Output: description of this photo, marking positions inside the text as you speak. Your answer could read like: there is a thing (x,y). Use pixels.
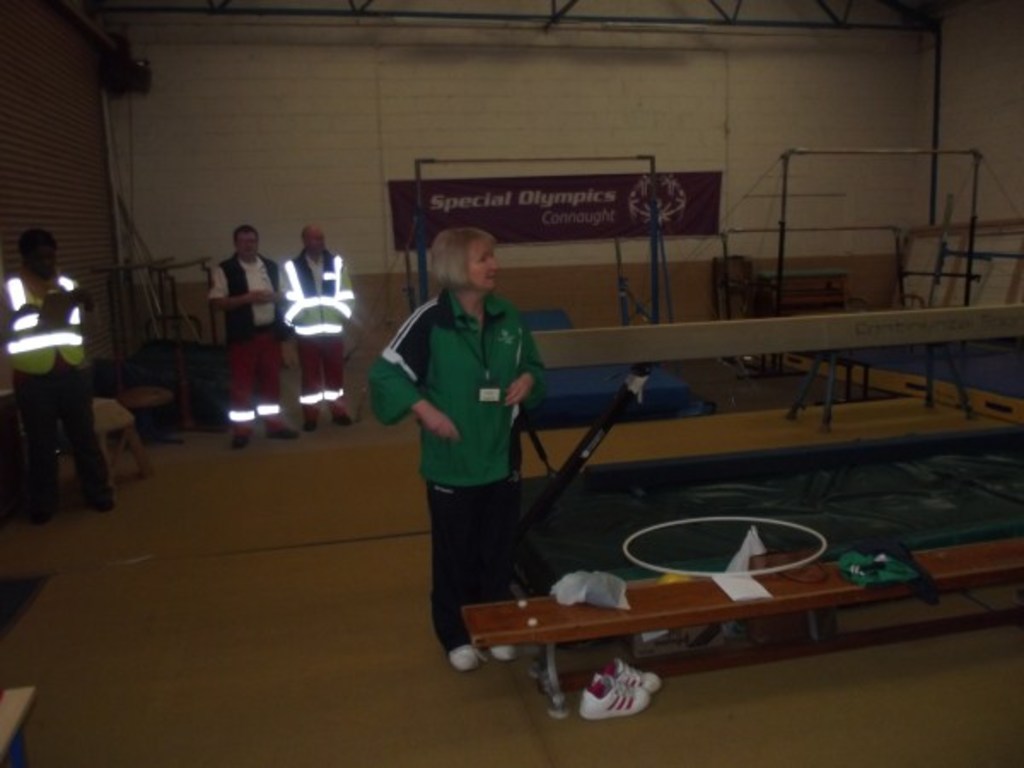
In this image I can see few people (513,454) are standing here. I can also see a bench (552,602) and a shoe (638,686).
